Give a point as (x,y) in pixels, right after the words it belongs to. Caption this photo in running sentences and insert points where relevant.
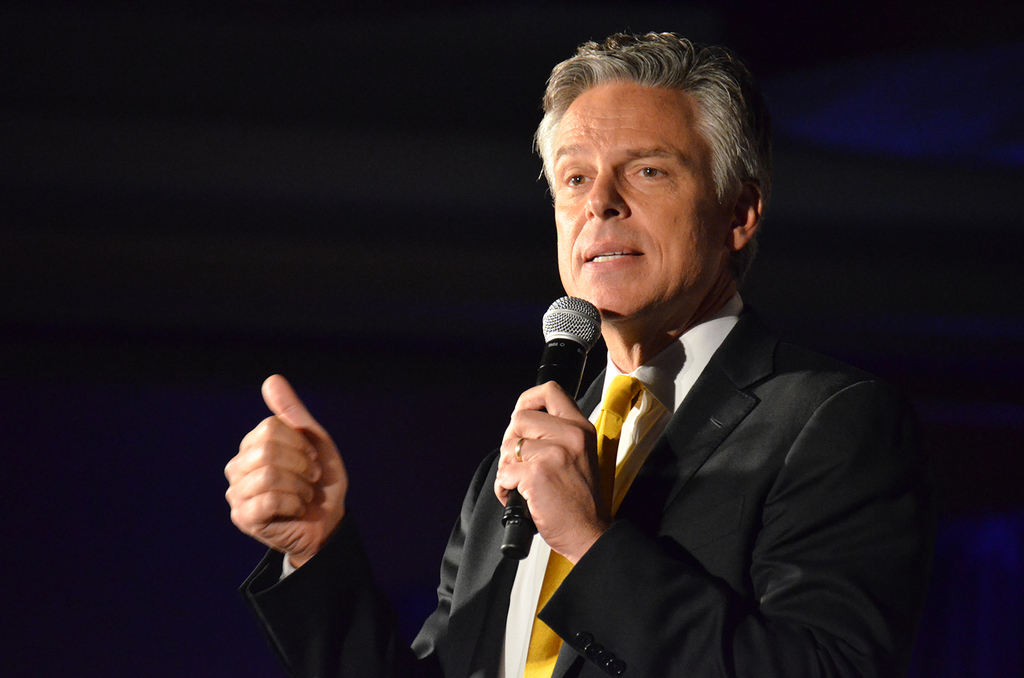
In this picture, In the right side (835,491) there is a man (669,546) standing and he is holding a microphone (524,523) which is in black color and he is talking something in microphone (579,361) and in the left side (293,496) there is a hand (298,509) and he is showing thumb (293,422).
